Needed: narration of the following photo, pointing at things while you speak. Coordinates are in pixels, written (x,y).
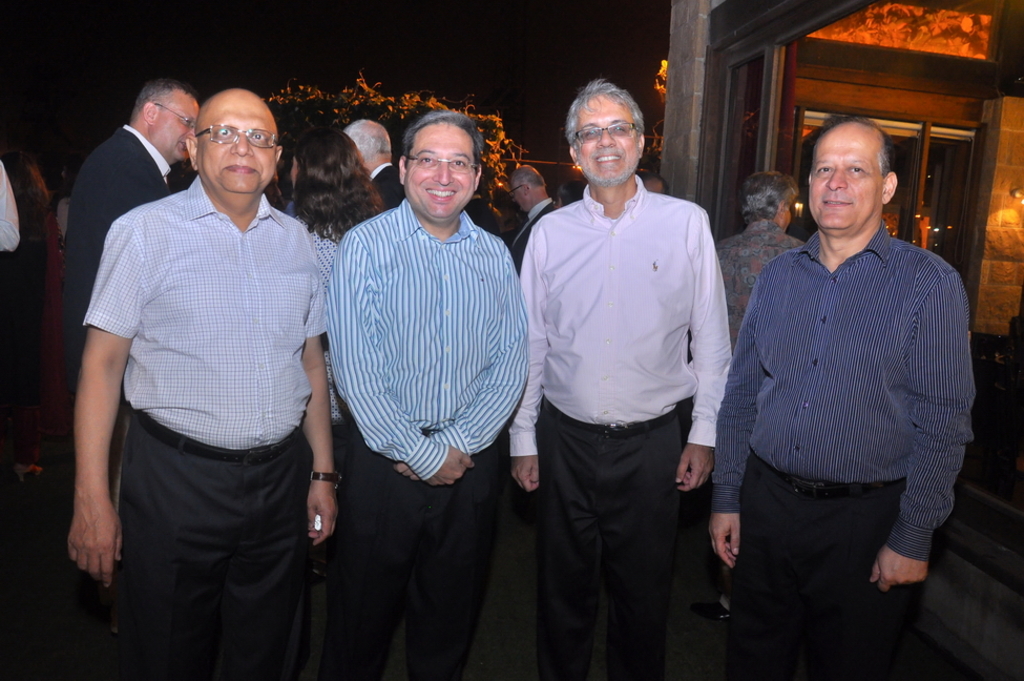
In this image I can see four persons (398,314) standing and posing. Also there are group of people (328,135), trees (430,103) and there is a building (923,115). And there is a dark background (577,35).
